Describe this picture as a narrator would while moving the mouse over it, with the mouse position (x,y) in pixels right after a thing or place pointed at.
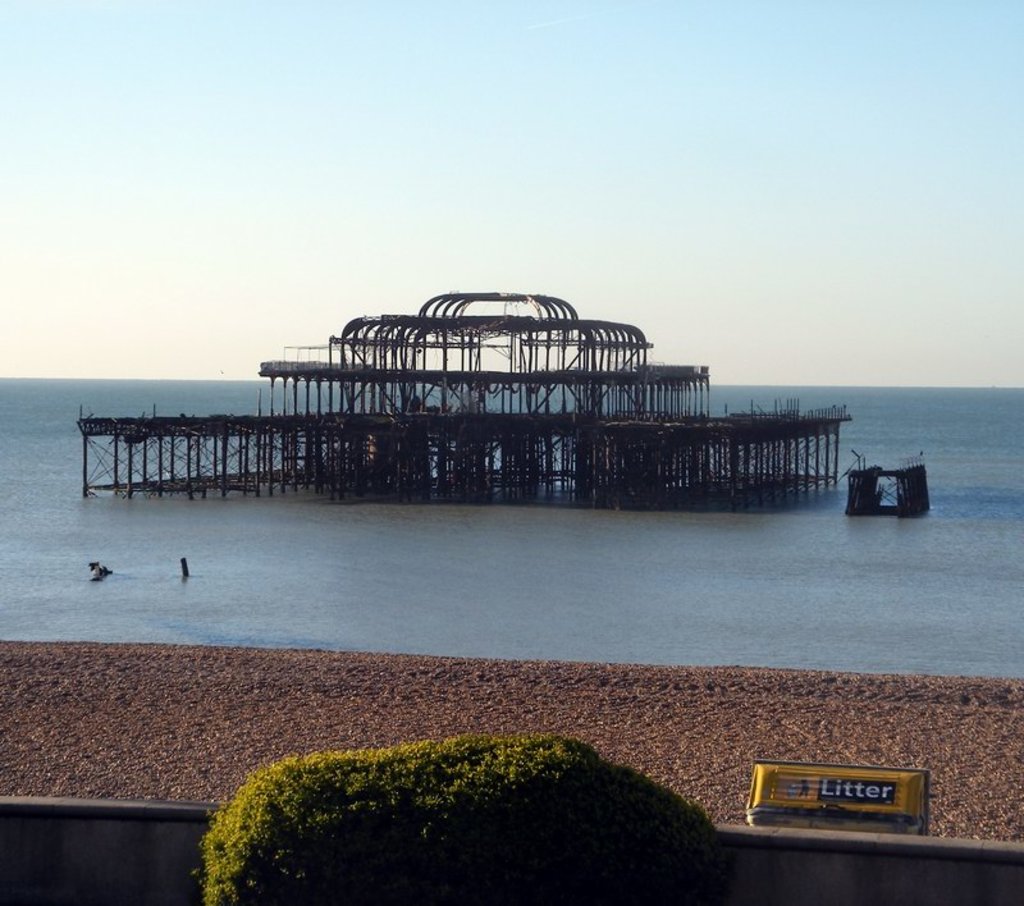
In this image there is a sea (740,600). At the center of the sea (248,412) there is a metal structure (499,396), in front of that there is a fencing wall (54,823) and a tree (456,833), there is an object (759,779) on the surface (960,743).
